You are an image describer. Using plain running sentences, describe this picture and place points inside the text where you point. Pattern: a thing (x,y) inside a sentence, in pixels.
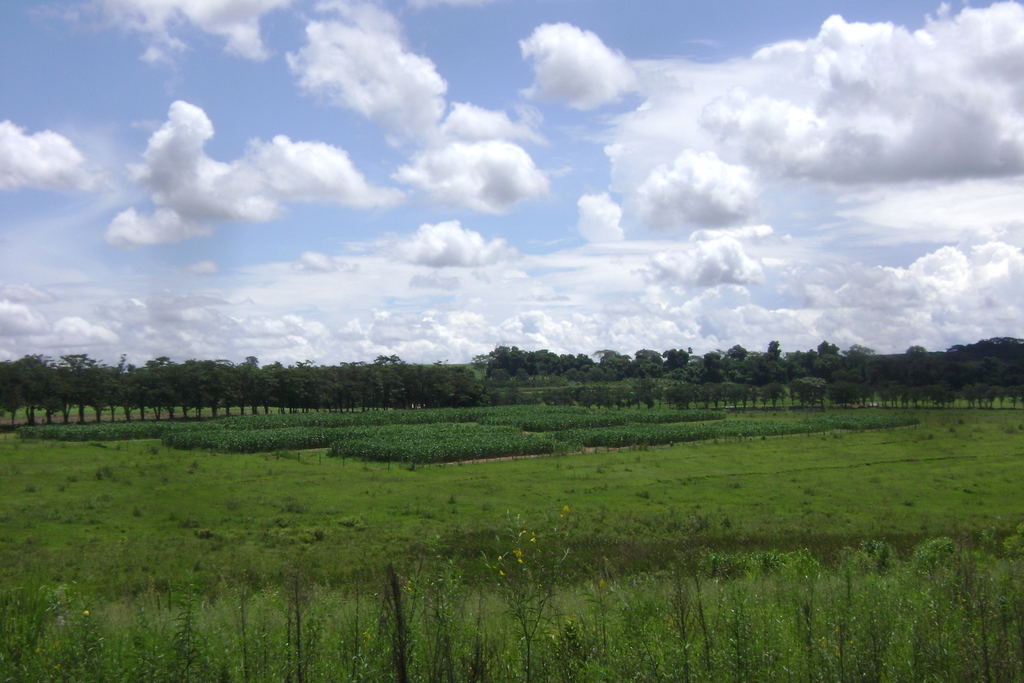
In this picture we can see grass (337,527) and some plants (670,575) at the bottom (643,509), in the background (253,396) there are some trees (488,385), we can see the sky (554,128) and clouds (667,88) at the top of the picture (398,95).
